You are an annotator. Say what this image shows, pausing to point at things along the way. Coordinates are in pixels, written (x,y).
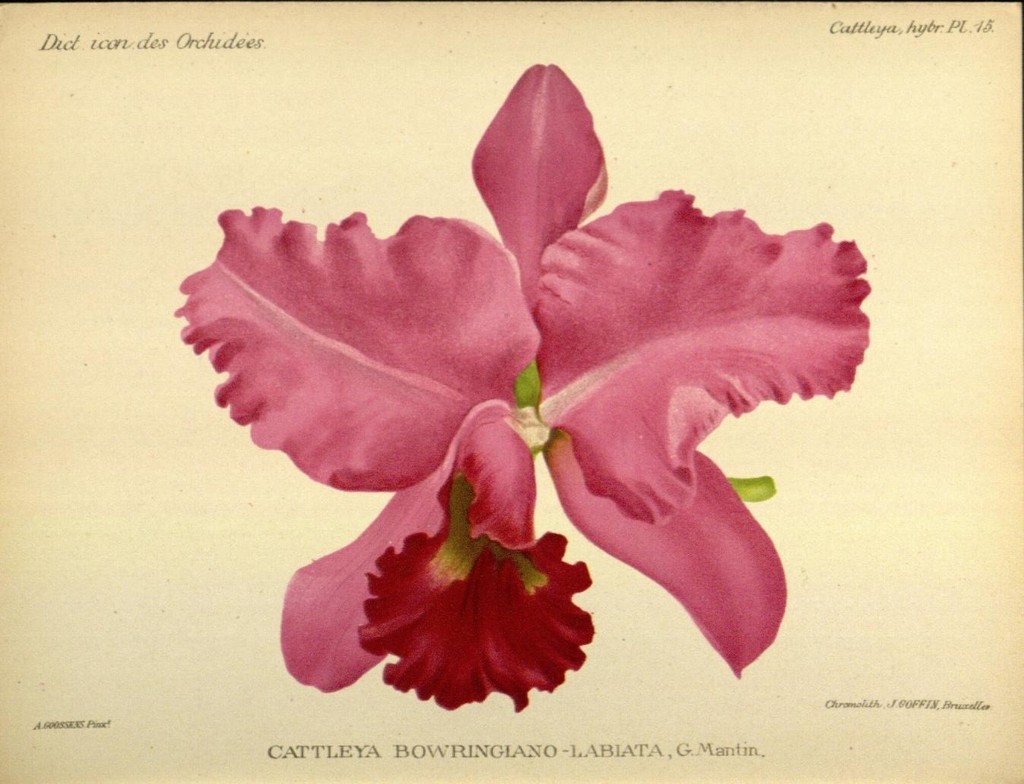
In this picture there is a pink color flower (601,274). At the top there is text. At the bottom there is text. At the back (117,184) it looks like a paper (877,420).
